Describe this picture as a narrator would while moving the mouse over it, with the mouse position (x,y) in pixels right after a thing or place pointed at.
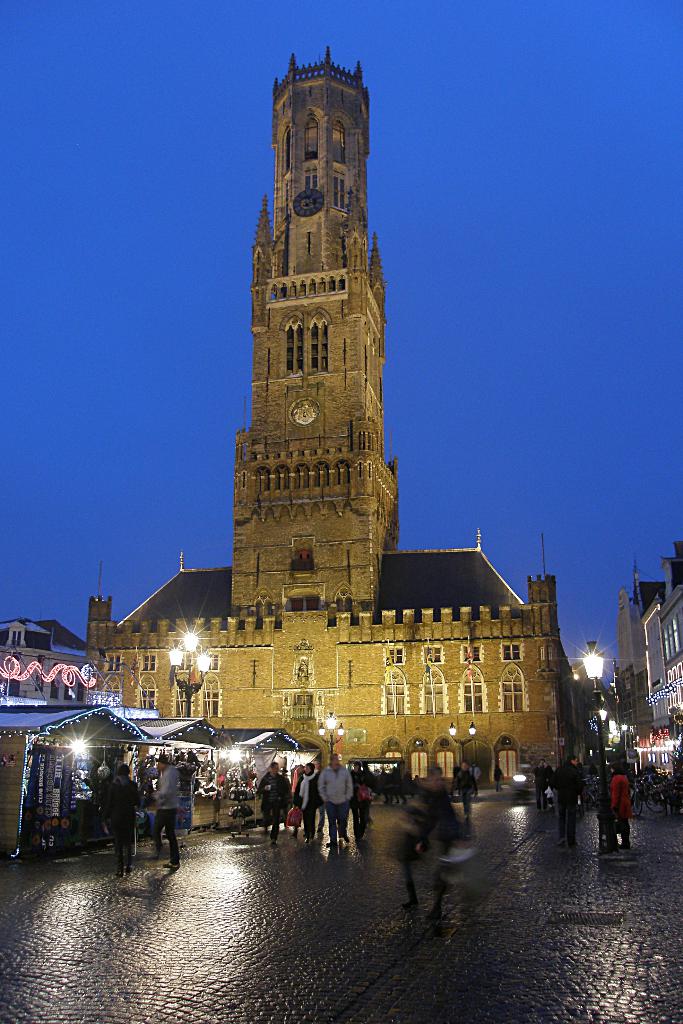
In the center of the image (301,405) there is a clock tower (284,676). At the bottom of the image (131,778) we can see stalls (101,802), persons (111,799) walking on the road (361,909), street lights (604,730) and buildings (637,697). In the background (602,403) there is a sky (190,159).
